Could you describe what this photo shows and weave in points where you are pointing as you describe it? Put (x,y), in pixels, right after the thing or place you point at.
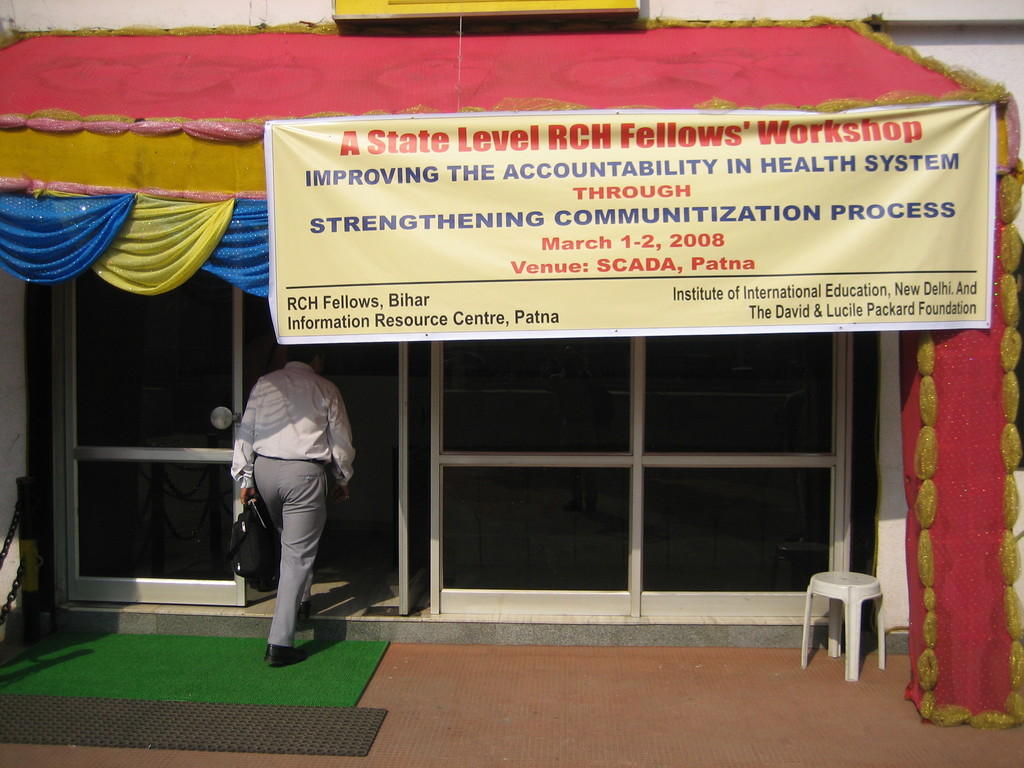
In this picture we can see a porch (135,133) here, there is a banner (809,239) here, we can see a man (285,515) holding a bag (252,557) and walking here, there is a table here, we can see glass (587,438) here, at the bottom (209,674) there is mat (209,704).
